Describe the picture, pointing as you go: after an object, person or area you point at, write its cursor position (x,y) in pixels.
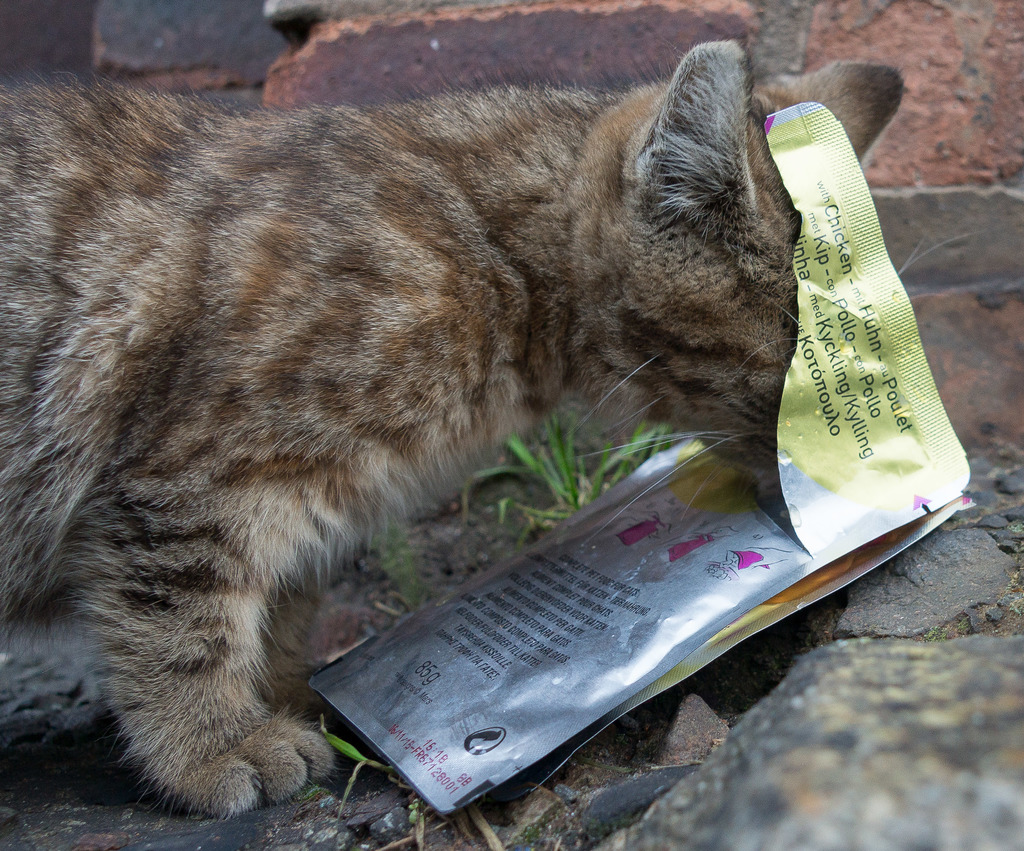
In this picture we can see a cat (355,400), there is a packet (694,584) on the right side (687,541), in the background (467,47) there is a brick wall (479,53) and grass (567,464).
